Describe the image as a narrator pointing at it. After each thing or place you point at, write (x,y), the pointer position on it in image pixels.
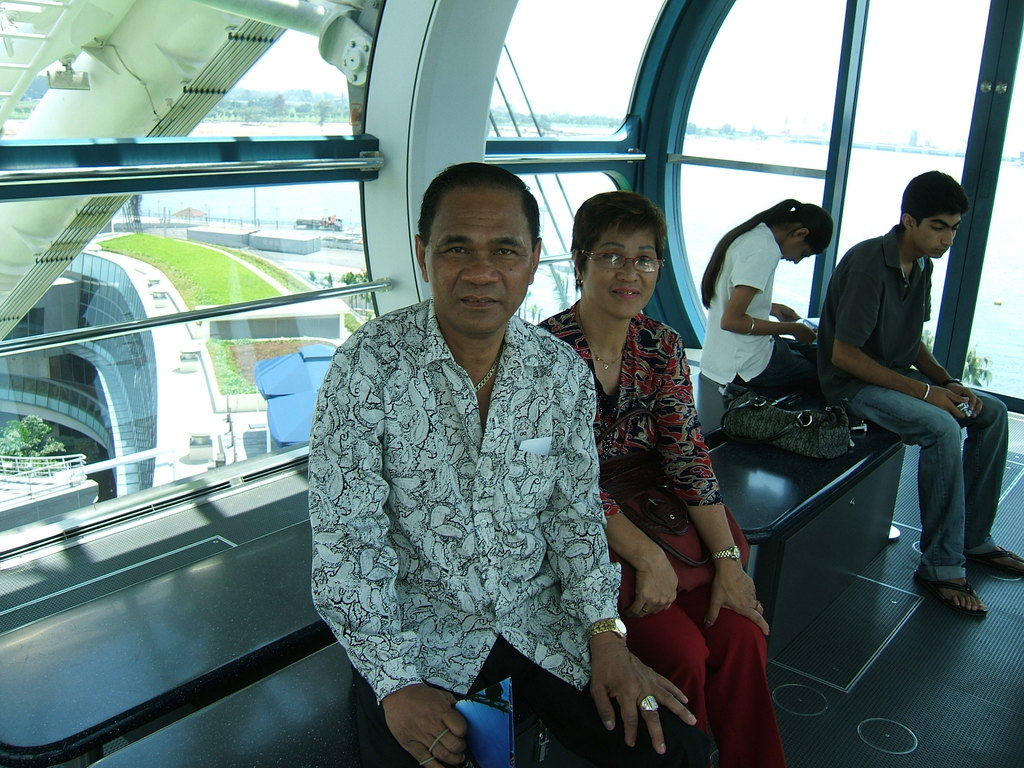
In this image, we can see persons (736,292) wearing clothes (879,305) and sitting on the bench (801,494). There is a bag (820,439) on the right side of the image (787,444). In the background (199,373), we can see a glass wall (556,70).
